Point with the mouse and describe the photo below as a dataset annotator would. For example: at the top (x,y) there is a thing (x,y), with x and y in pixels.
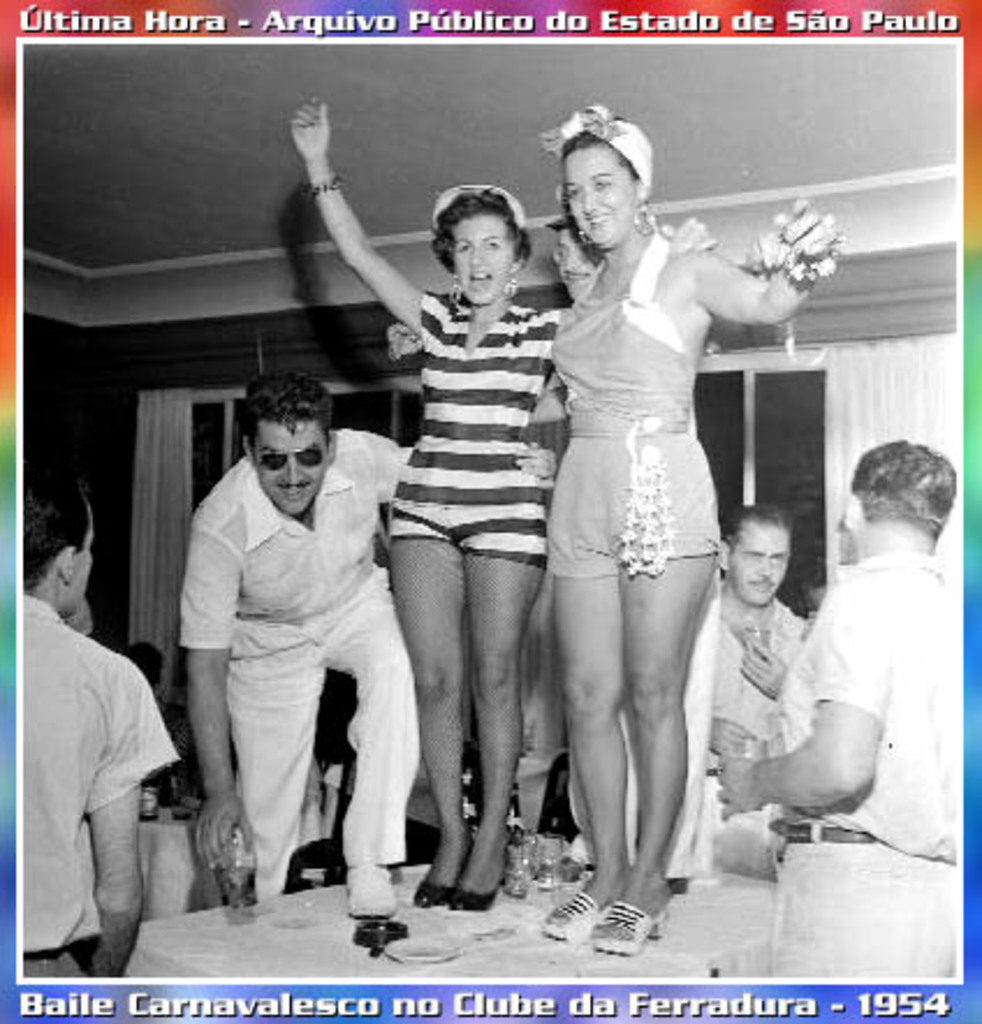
In this image I can see number of people (437,403) and I can see few of them are holding glasses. On the left side (280,410) I can see one person (295,459) is wearing shades (305,461). I can also see two tables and on these tables (478,931) I can see tablecloths (478,931) and few other stuffs (252,905). On the top side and on the bottom side of this image (26,1000) I can see something is written and I can also see this image is black and white in color.
